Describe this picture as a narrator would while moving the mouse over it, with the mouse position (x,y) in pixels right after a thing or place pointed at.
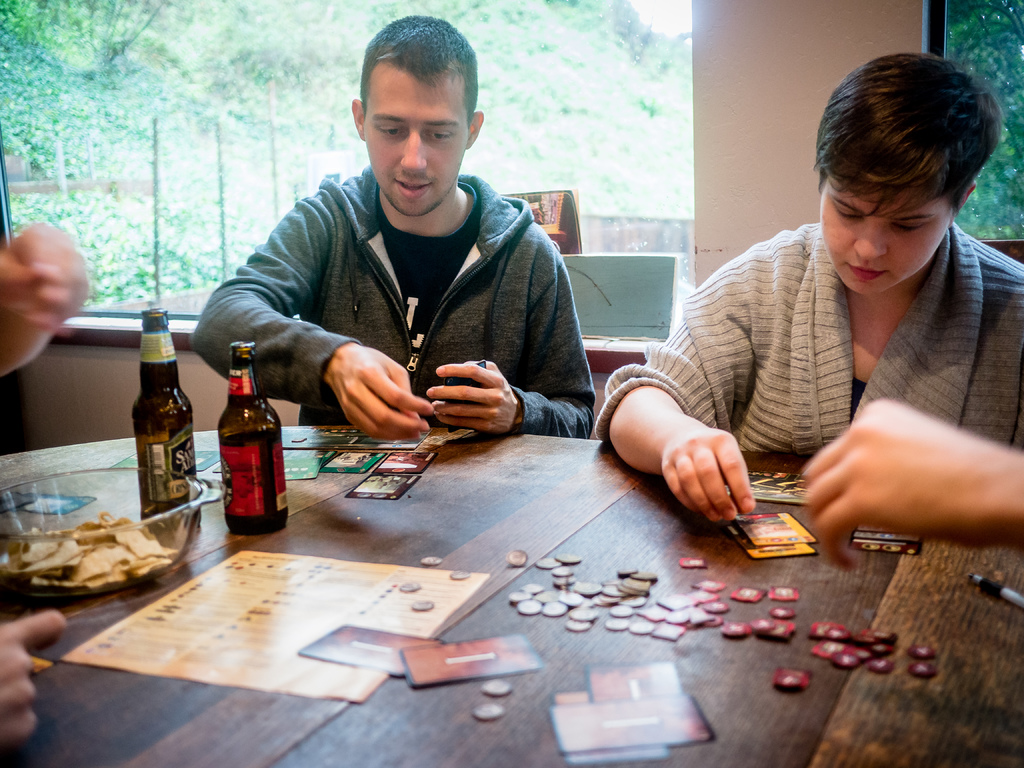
there are two persons (526,352) sitting on the chair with a table (526,591) in front of them on the table (355,454) there are different items (423,461) through the window (582,234) we can see nature (328,135).
